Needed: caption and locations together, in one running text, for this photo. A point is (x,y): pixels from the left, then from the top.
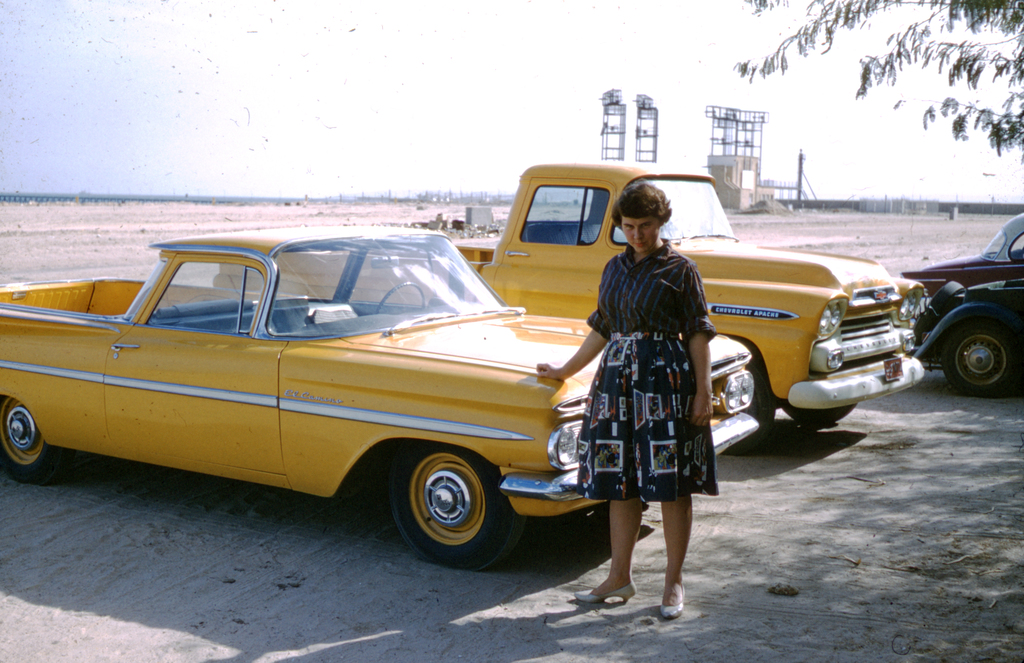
In this image we can see a woman (623,201) is standing and vehicles (437,240) are on the ground (396,659). In the background (476,179) we can see objects (743,169), rods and the sky (219,191). On the right side (962,64) at the top corner (974,54) we can see branches (1011,5) of a tree (997,139).
